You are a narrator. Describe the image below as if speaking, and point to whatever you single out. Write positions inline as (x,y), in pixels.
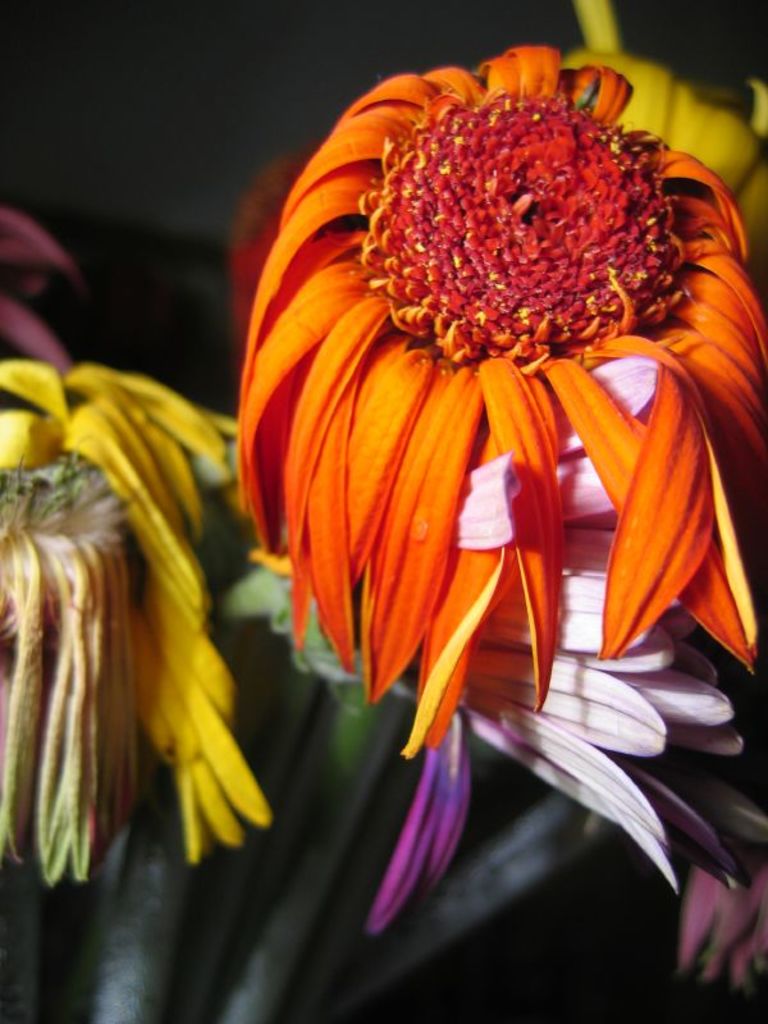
In this image I can see the flowers (387,417) to the plants (404,622). These flowers (571,770) are in yellow, pink, white and orange color. And there is a black background (244,93).
